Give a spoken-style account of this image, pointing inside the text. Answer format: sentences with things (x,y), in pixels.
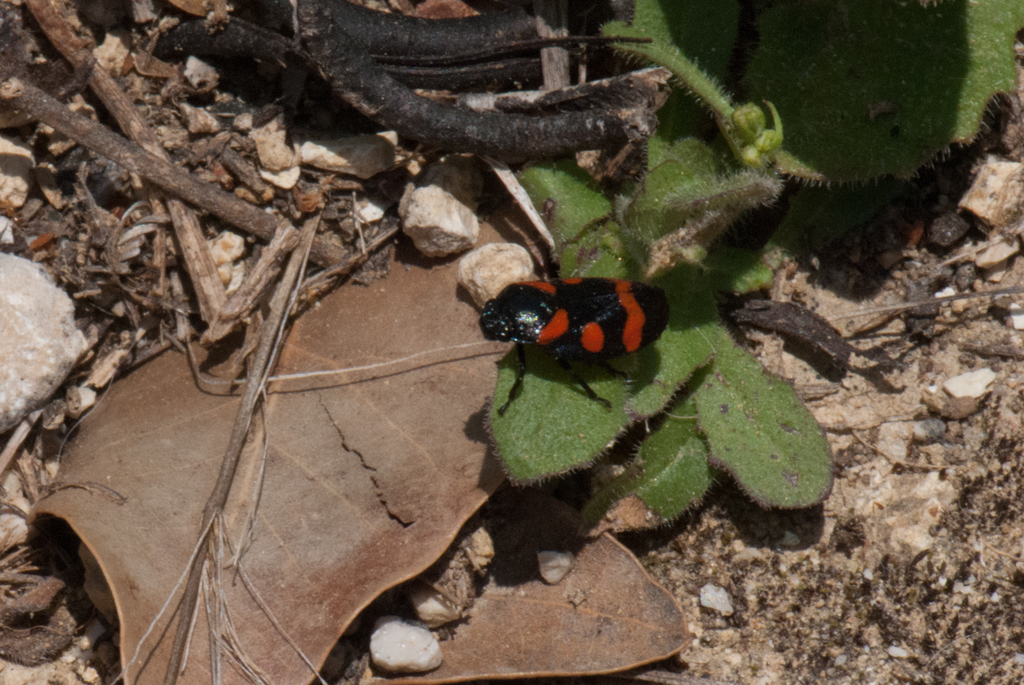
In the middle (599,310) it is an insect (591,327) which is in black and orange color on the green leaves (637,382). on the left side (300,398) there are dried leaves (345,538).
